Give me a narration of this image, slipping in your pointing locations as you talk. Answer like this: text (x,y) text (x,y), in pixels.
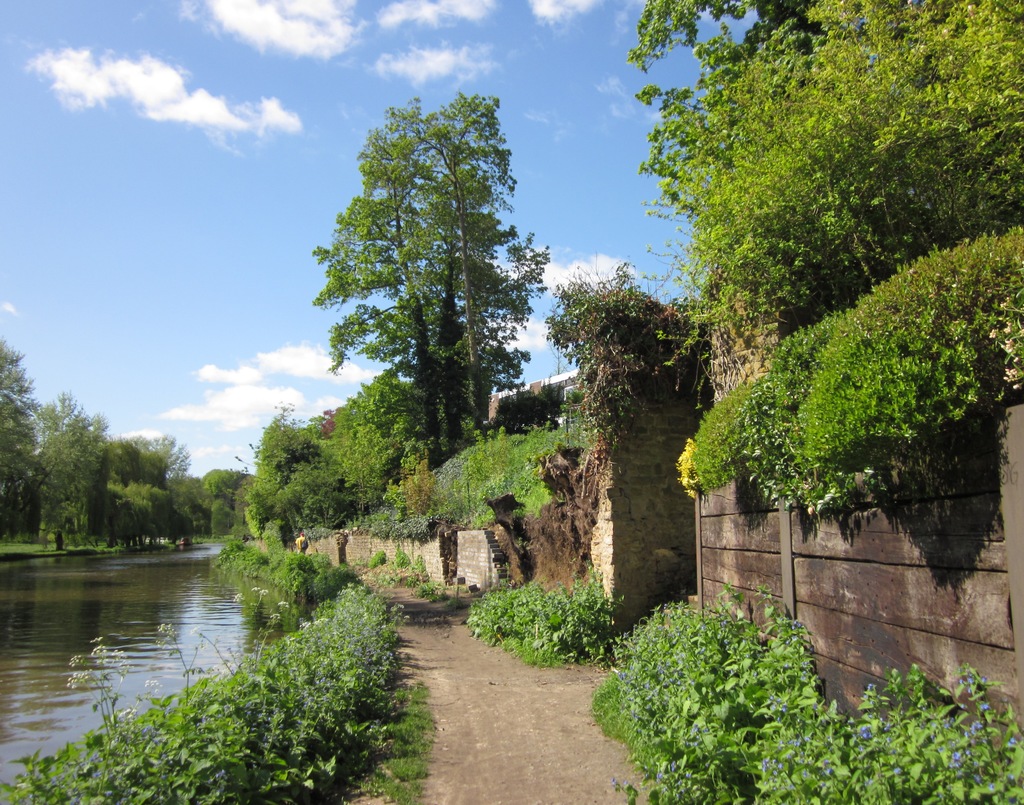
In this image I can see the water (65,613), few flowers (105,666) in white color and I can see few plants (119,748) and trees (457,433) in green color and the sky (200,173) is in white and blue color.
